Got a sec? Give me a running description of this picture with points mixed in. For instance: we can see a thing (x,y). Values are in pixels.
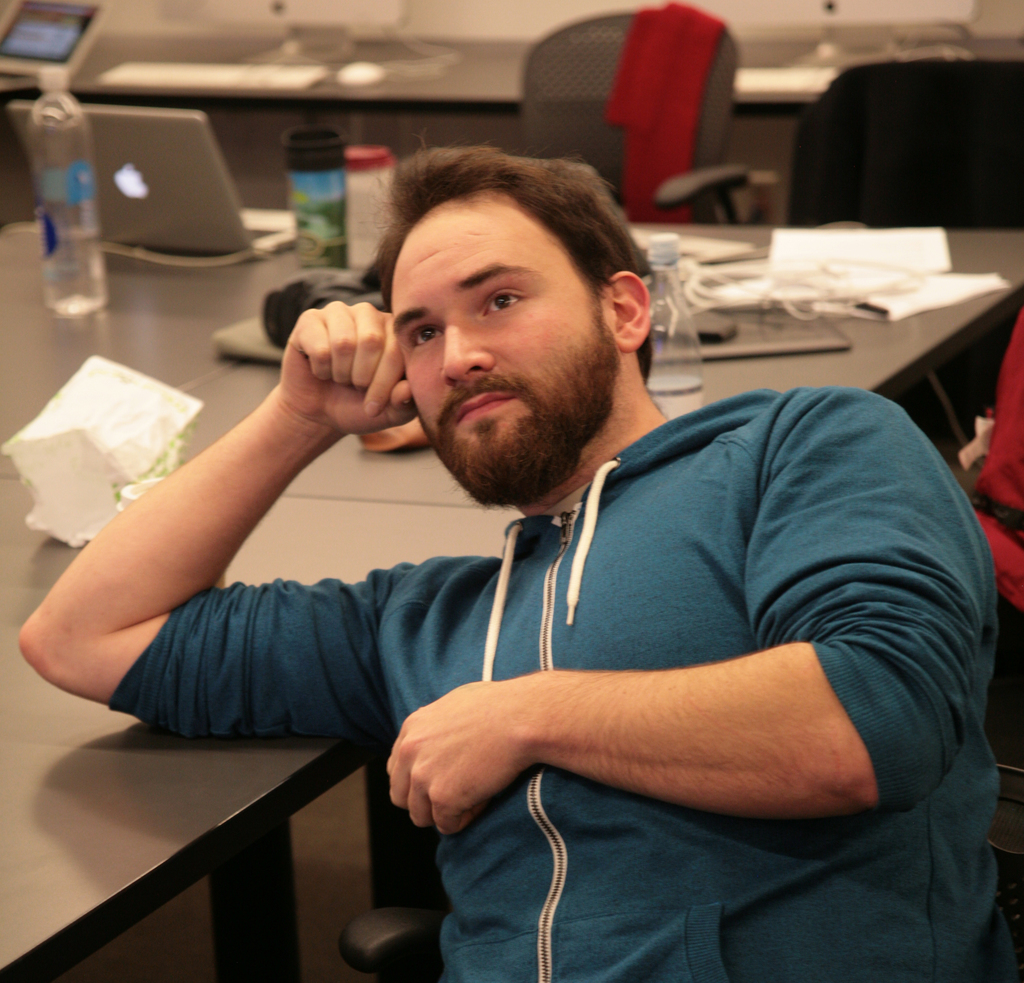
In this image we can see a person (563,728) sitting on the chair (426,932) and lay on the table (433,501). On the table (152,355) there is a laptop (170,207), water bottle (57,210), and cables (721,293). In the background of the image (465,107) there is another table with chairs (889,116). In the one of the chair (666,128) there is a red color cloth (658,122). On the table (153,59) there is a laptop (78,55).
